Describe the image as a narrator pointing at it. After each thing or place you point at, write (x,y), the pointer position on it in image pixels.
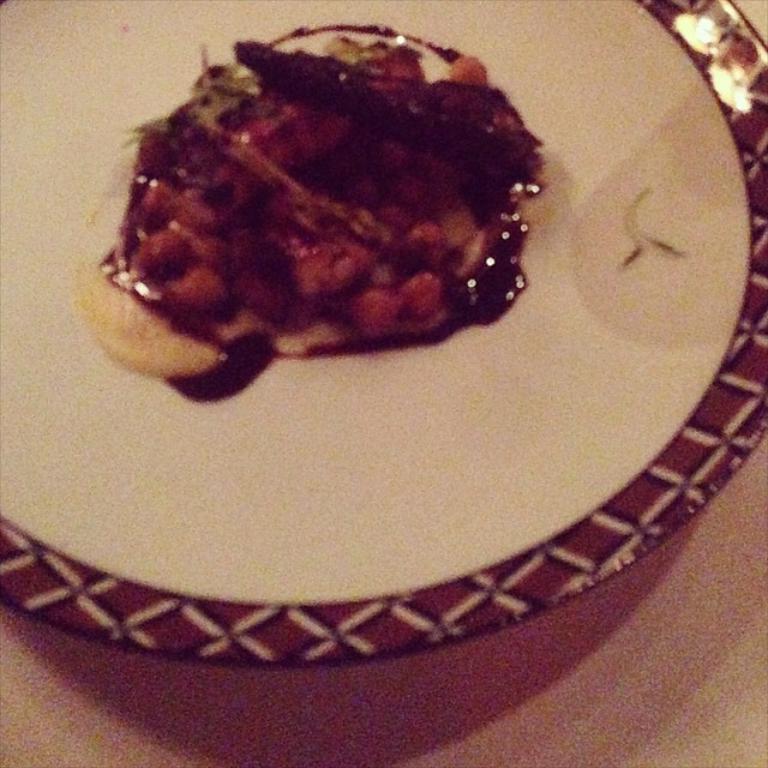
In this picture we can see a plate (426,553) here, there is some food (357,317) present in the plate (432,560), at the bottom (578,708) there is a surface (569,712).
